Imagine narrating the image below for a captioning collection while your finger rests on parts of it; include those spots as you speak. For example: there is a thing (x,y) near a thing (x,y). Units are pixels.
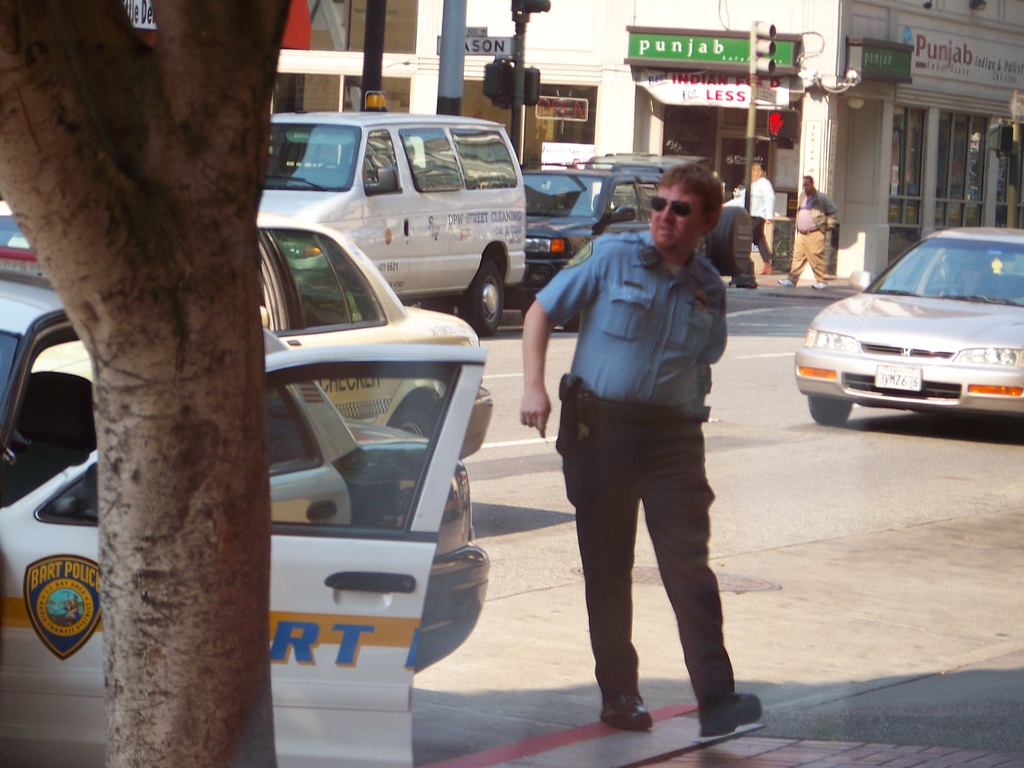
In this picture there is a man (678,251) who is wearing goggles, shirt (620,343), trouser (629,521) and shoes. On his stomach (605,362) I can see the gun (581,385). Besides him I can see many cars (389,377) on the road (994,541). In the background (803,231) I can see two men (806,209) who are walking on the street (789,306). Beside them I can see the buildings (862,210), street lights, traffic signals (767,26) and other objects (269,123). In the top right corner (949,48) I can see the board (936,77) and CCTV camera (857,82).
